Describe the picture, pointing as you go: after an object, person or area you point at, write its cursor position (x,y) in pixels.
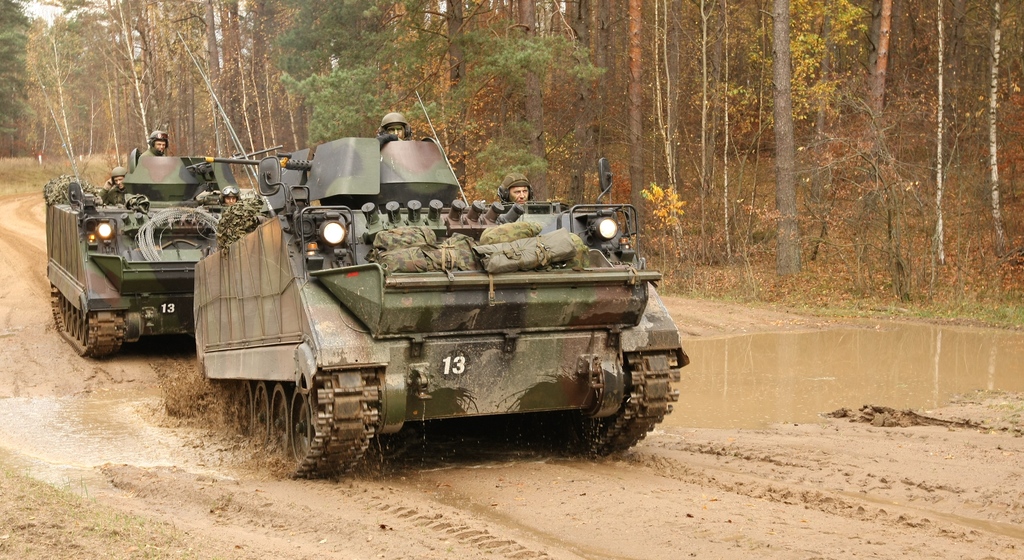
In this image I see 2 tanks (324,260) on which there are 5 persons (156,145) and I see the lights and I see numbers (457,359) on them and I see the mud (281,507) and the water (757,418) over here. In the background (401,6) I see number of trees (460,110).
